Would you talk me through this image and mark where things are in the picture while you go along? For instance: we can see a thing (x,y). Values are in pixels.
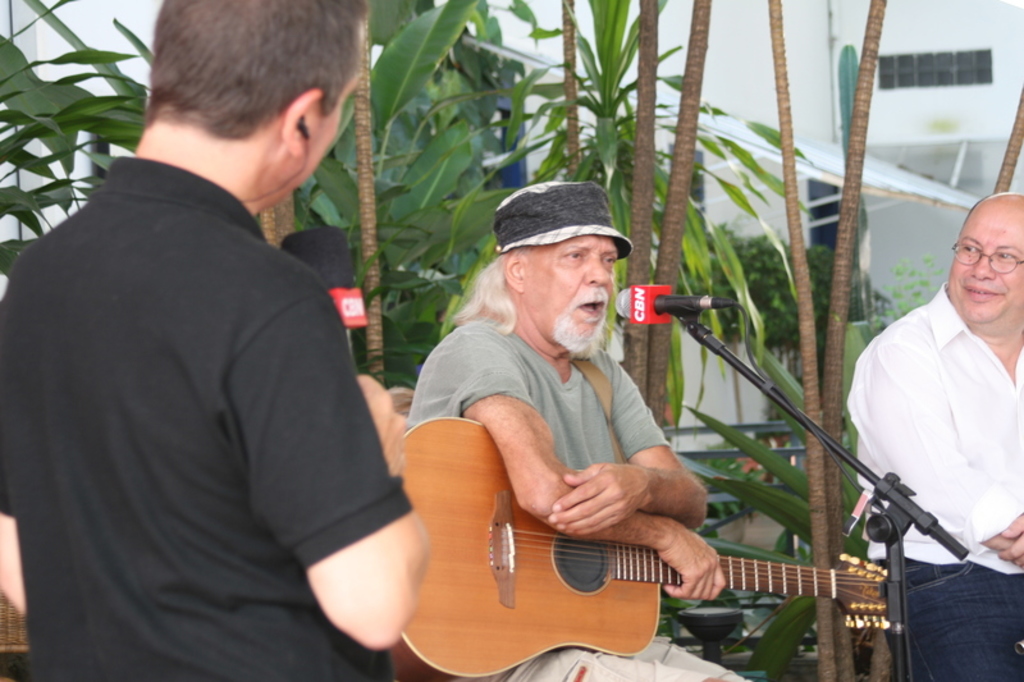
In this picture we can see three people (573,276), in the middle of the image (579,350) a person (530,387) is seated and he is holding a guitar (581,572) in his hand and he is talking in front of microphone (659,303), in the background (808,121) we can see couple of buildings (826,151) and trees (570,119).
